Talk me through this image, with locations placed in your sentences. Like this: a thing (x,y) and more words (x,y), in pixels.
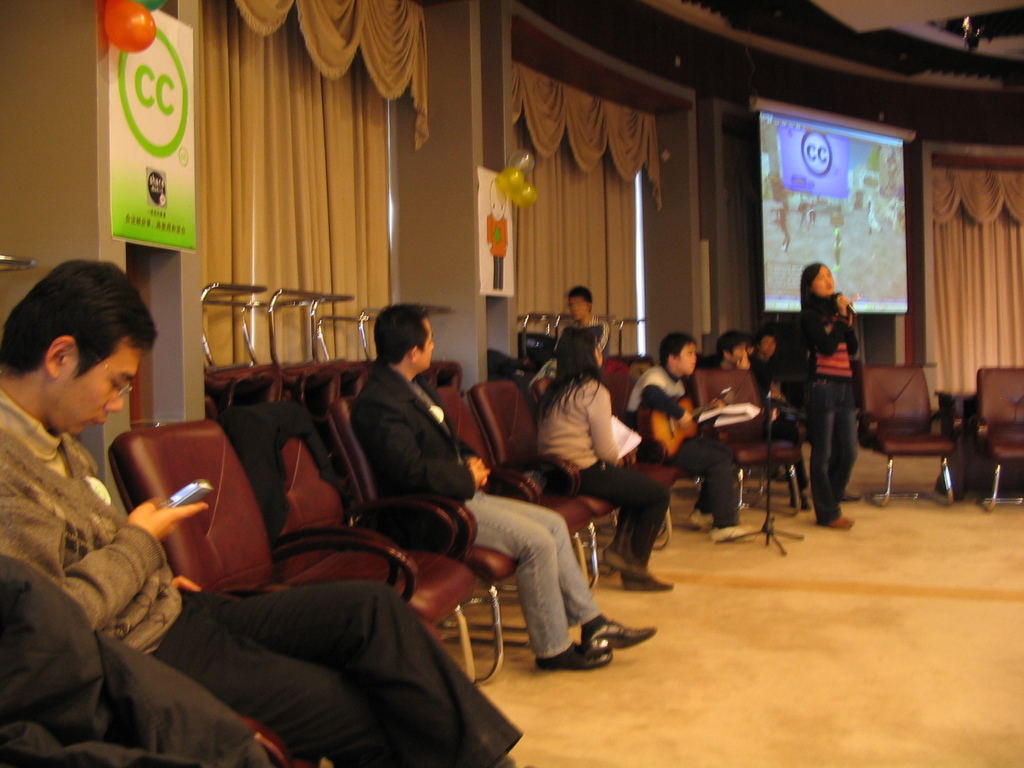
In this image I can see some people (603,441) sitting on the chairs (170,486) on the floor (822,616). on the right top of the image (865,252) I can see a screen (863,238). And there is a lady (835,377) standing and she's holding a mike (839,304) in her right hand (839,304). In the background (294,165) I can see curtains (294,102). on the left side of this image (55,522) there is a person (31,493) looking at his mobile (182,493). In this image I can see a person (690,444) playing a guitar (679,427).
